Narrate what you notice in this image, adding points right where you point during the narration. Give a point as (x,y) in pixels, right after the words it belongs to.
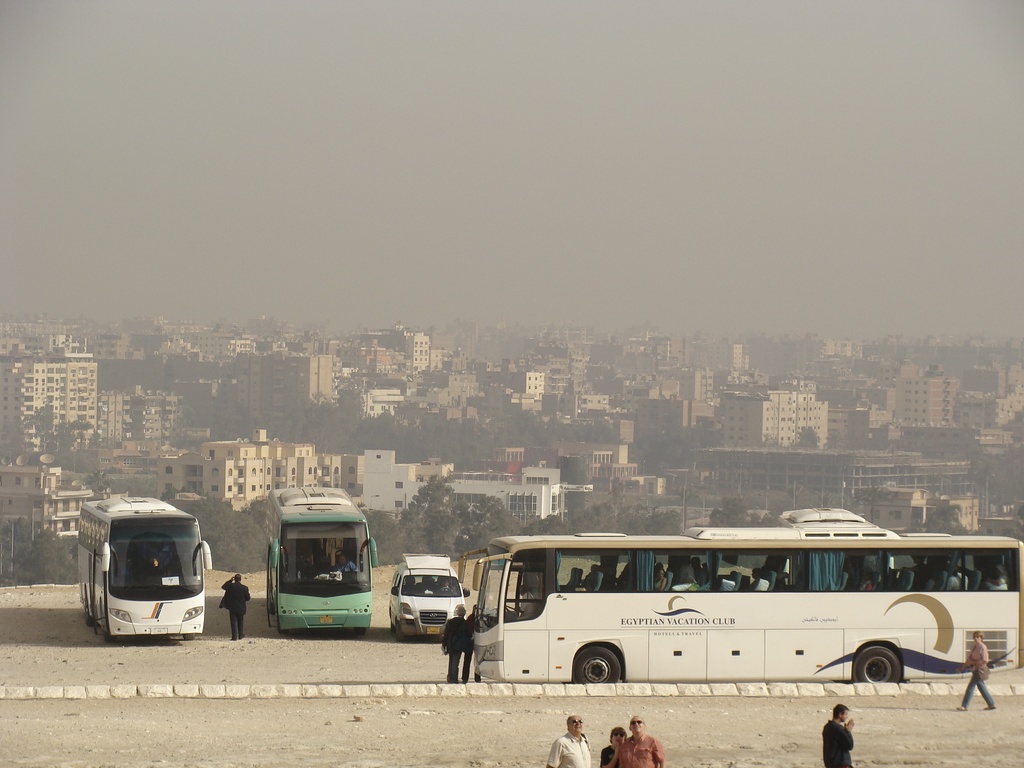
In this image there is the sky (641,170), there are buildings (492,389), there are trees (598,521), there are vehicles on the surface (388,579), there are persons (235,591), there are person (627,744) truncated towards the bottom of the image (843,728), there are buildings (42,407) truncated towards the left of the image (26,374), there is a tree (10,544) truncated towards left of the image (50,558), there are buildings (1002,370) truncated towards the right of the image (1000,397), there are trees (1016,460) truncated towards the right of the image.
